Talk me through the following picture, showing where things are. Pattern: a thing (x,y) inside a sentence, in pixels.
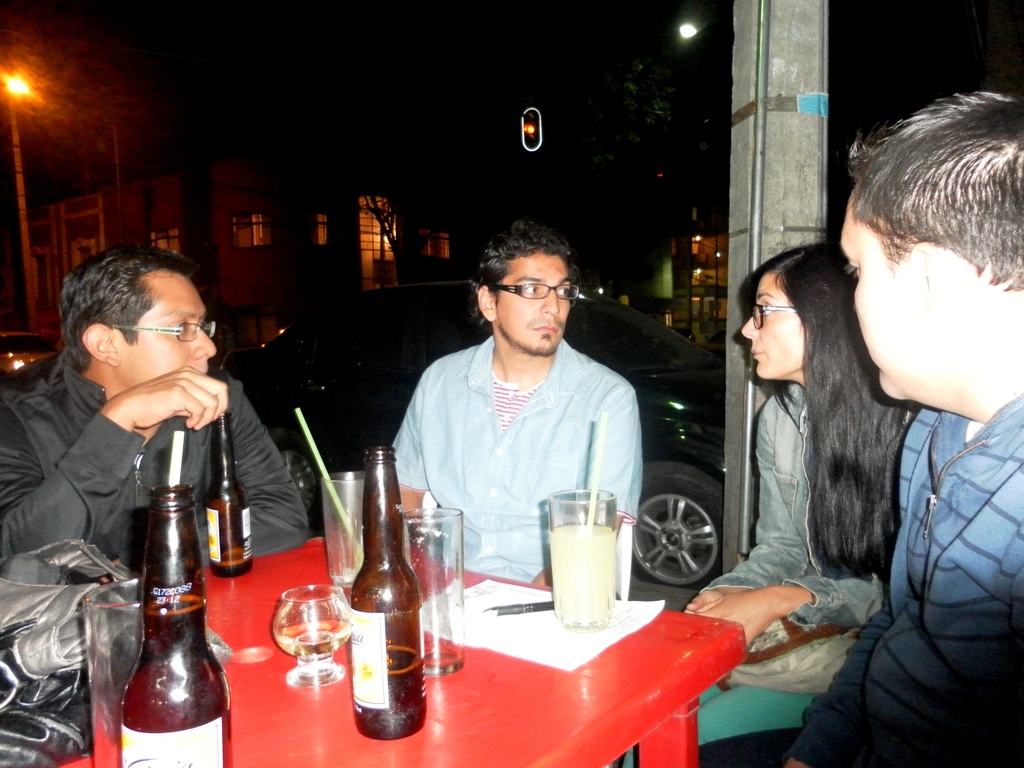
This picture shows three men (960,378) and a woman (731,703) seated and speaking to each other and we see few bottles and glasses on the table (233,587) and we see a car (675,343) parked back of them and we see few trees (396,248) and a house (239,225).
